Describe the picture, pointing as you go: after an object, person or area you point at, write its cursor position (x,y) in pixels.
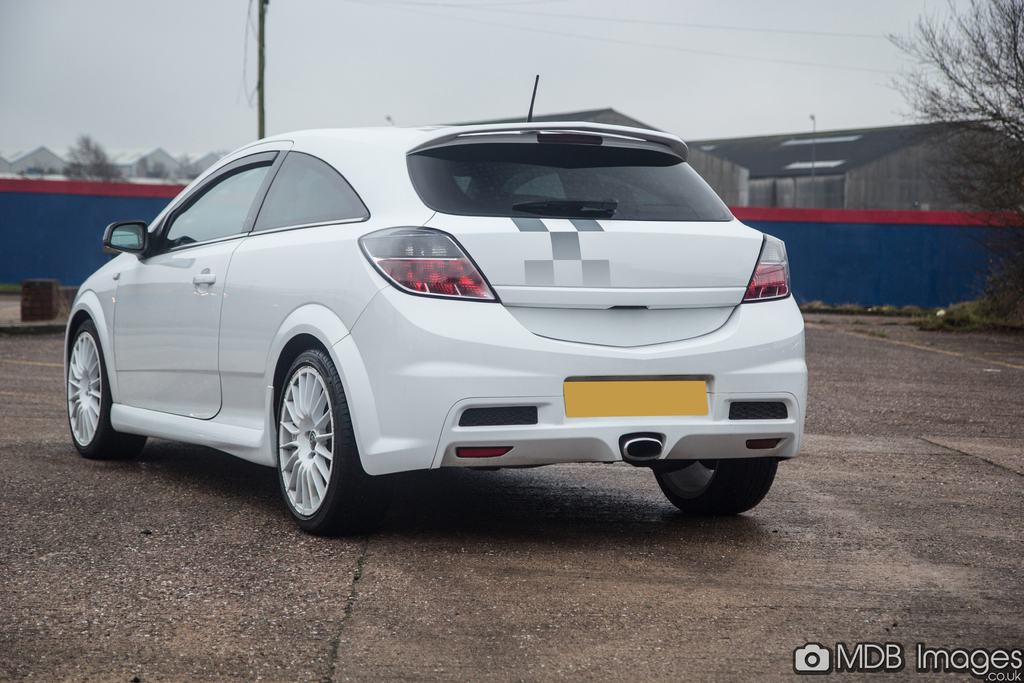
In the center of the image (488,402) there is a car (545,405) on the road (557,572). In the background (887,189) we can see buildings (778,174), wall (53,203), sky (268,69) and tree (978,163).
